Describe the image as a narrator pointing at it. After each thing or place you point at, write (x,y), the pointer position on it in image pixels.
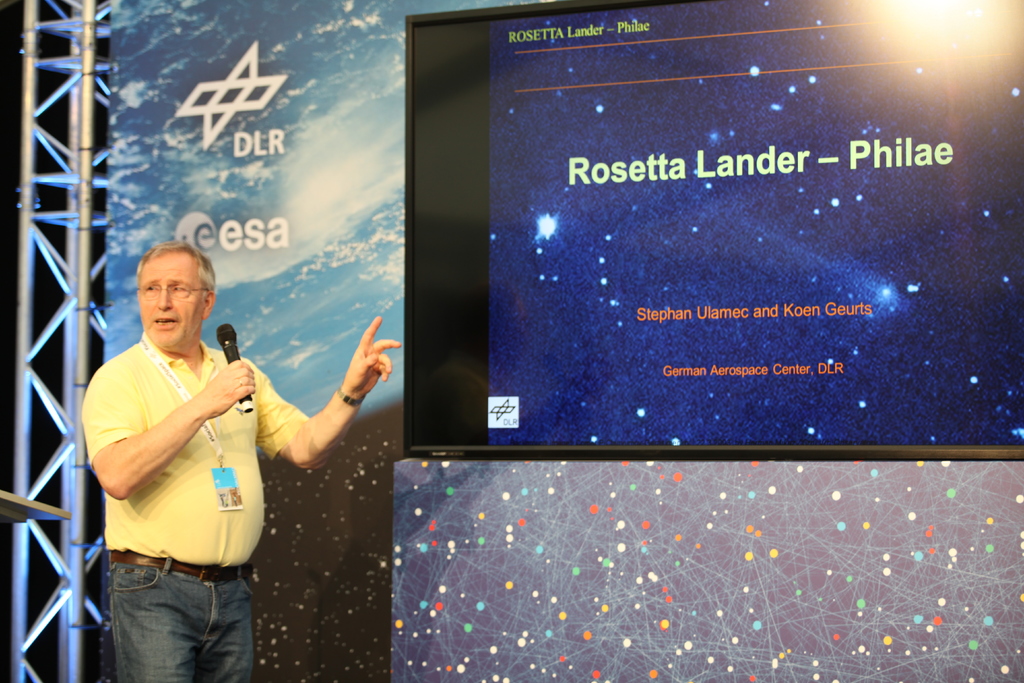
In this picture I can see a screen (546,225) in front (737,109), on which there is something written and I see the background (863,78) which is of white, blue and black in color and on the left side of this image (173,303) I see a man (167,438) who is standing and holding a mic (228,345). In the background (236,320) I see a board (225,268) on which there is something written and I see a logo (234,86) and I see the rods (82,243).
